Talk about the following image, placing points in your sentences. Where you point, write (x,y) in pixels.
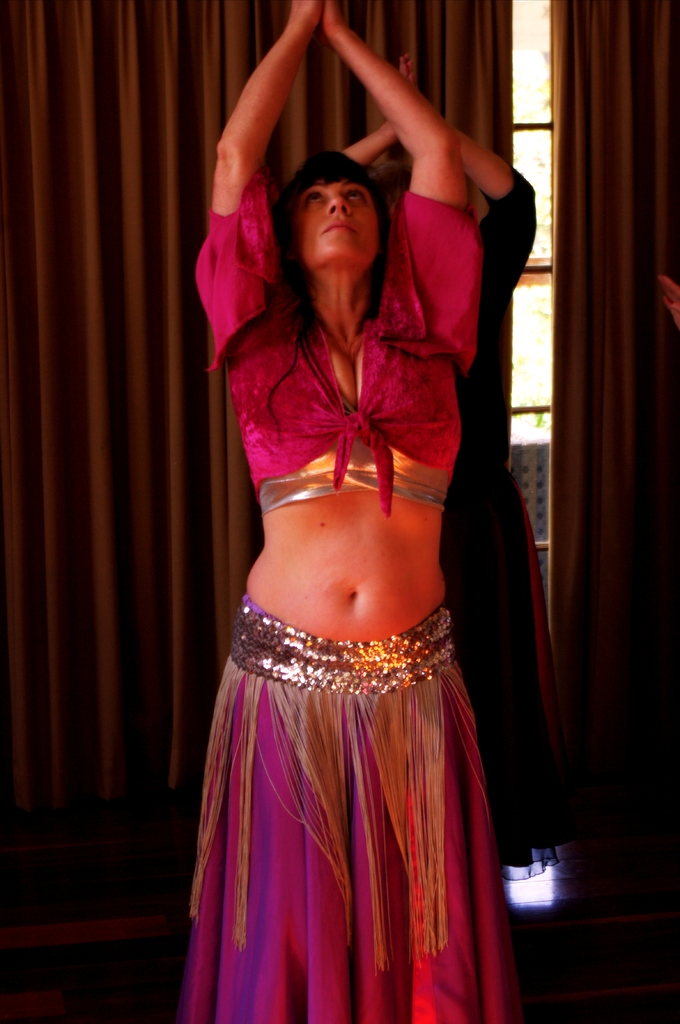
In this image we can see a lady (415,652). In the background of the image (662,347) there is a person (529,201), curtain (600,85), glass window (544,296) and other objects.
